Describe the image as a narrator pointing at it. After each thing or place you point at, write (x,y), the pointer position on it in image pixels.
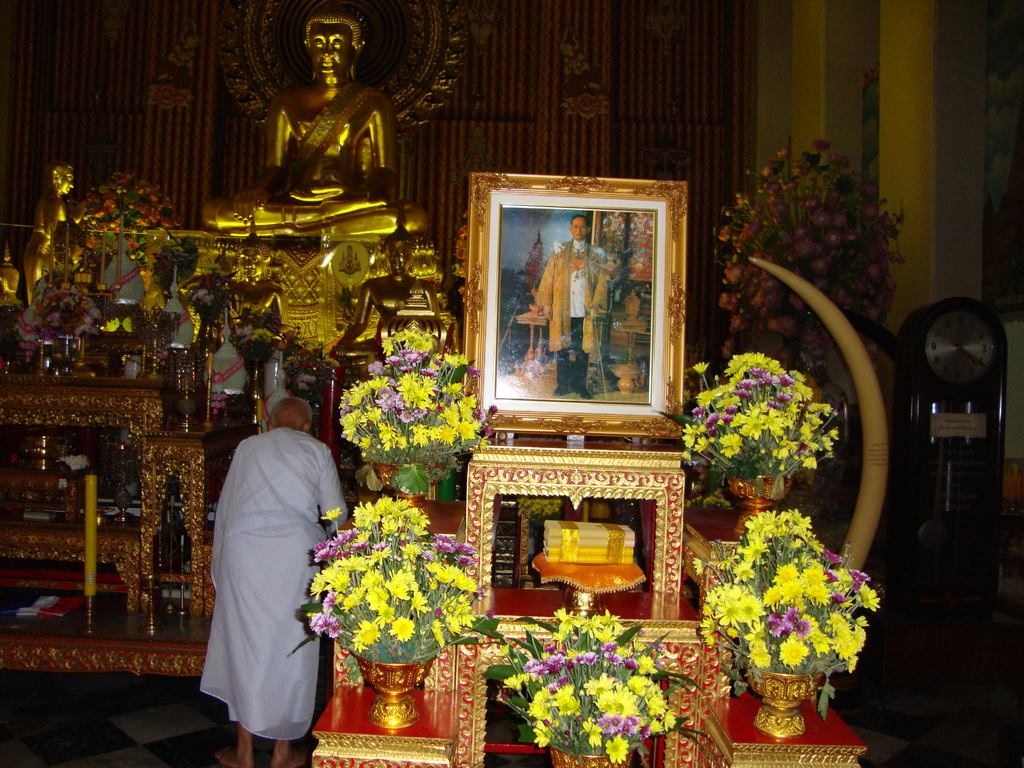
In the image we can see a person (256,589) standing, wearing clothes (281,564) and the person (274,561) is facing back. Here we can see the flower pots (435,577) and there is even a photo frame (526,376). We can even see the statue (316,169) of the god (361,177) and there are many other things (167,314). Here we can see the clock (944,381), pillar (944,149) and the background (520,87) is slightly dark.
